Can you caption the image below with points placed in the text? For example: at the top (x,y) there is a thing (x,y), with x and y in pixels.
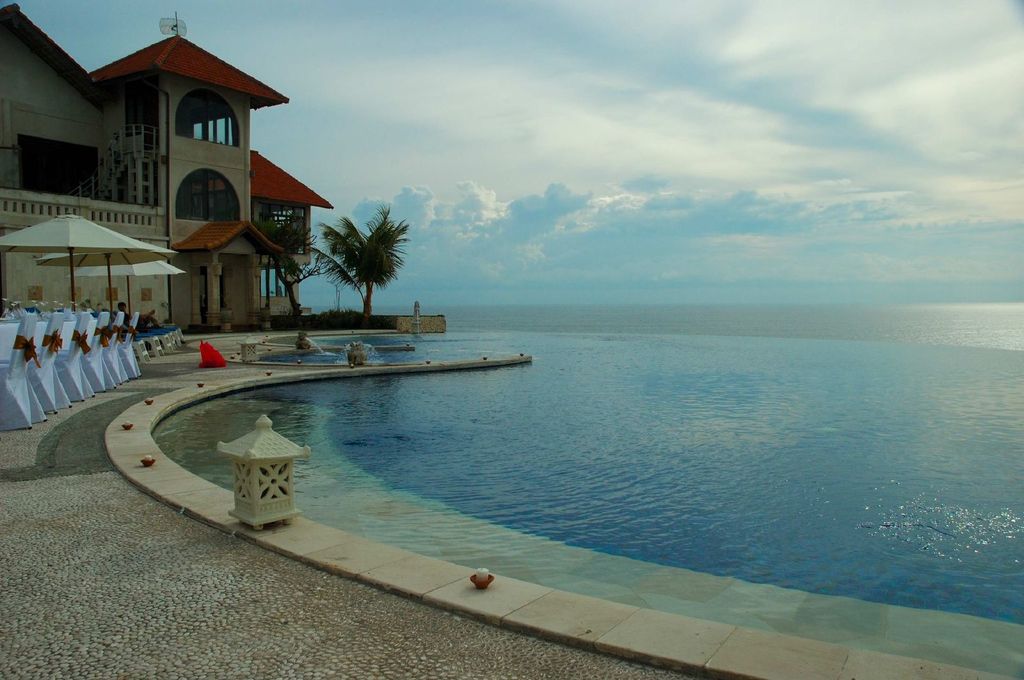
In this image I can see a building (203,68), stairs (134,157), trees (340,271), few chairs (16,347), tents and pool (864,408). The sky (252,127) is in blue and white color.
